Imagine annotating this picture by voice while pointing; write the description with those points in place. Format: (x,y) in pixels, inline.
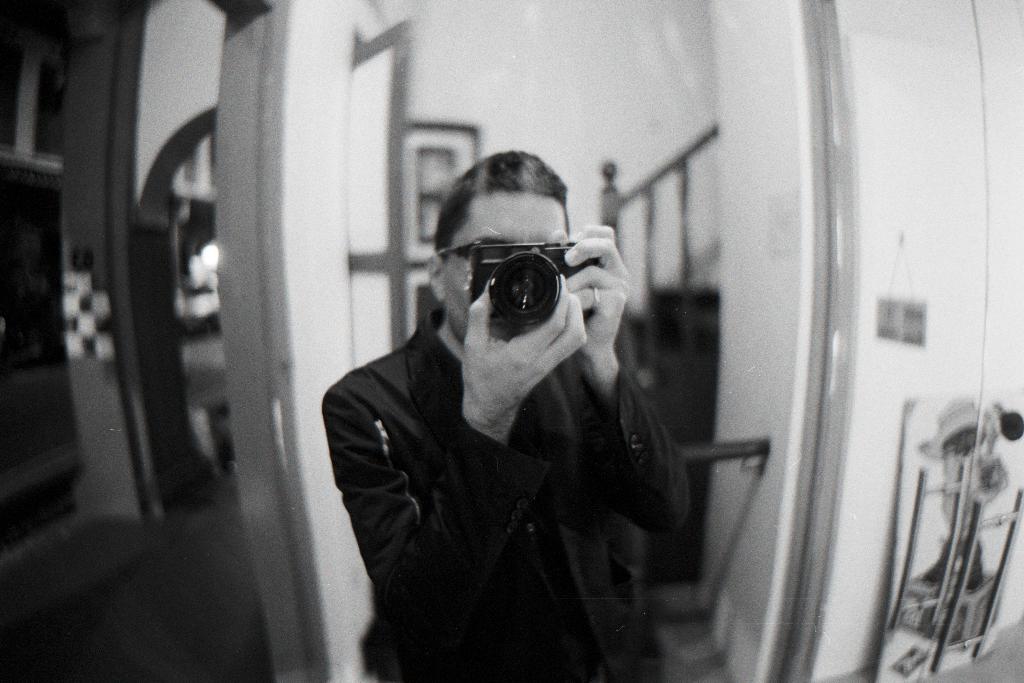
This is a black and white picture. On the background (581,179) we can see frames (408,124) on a wall (553,55), stairs (667,317). This is a board (896,327). Here we can see one man (578,470) wearing a black blazer (560,487) holding a camera (492,269) in his hands (560,317) and recording. This is a floor (141,617).
